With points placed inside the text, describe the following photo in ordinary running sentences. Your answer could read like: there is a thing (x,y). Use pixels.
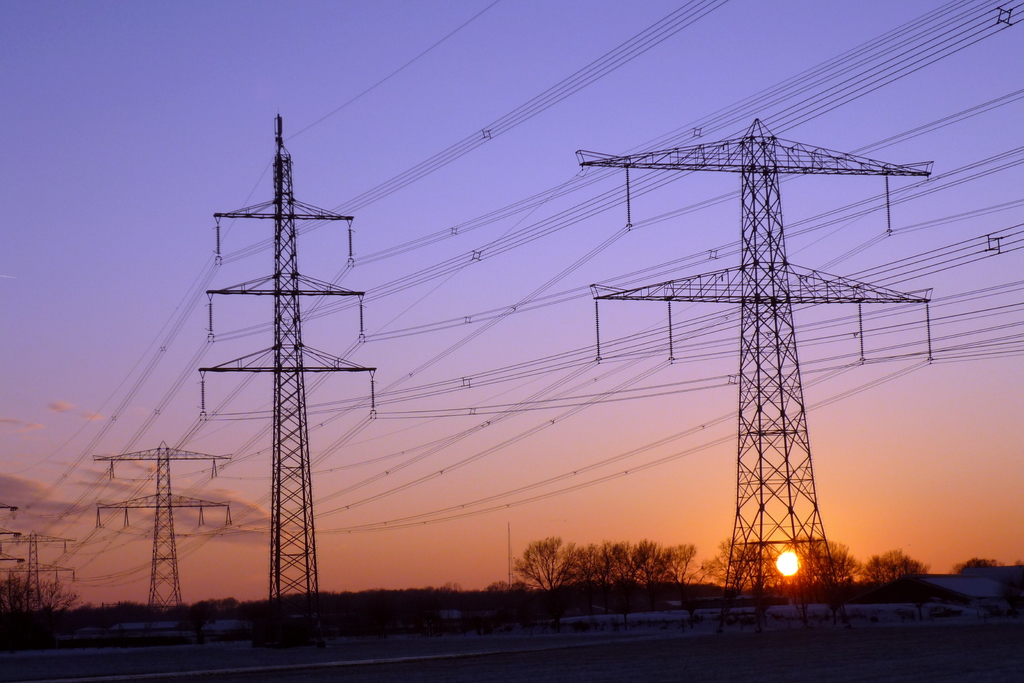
In this image in the background (428,595) there are trees (326,608), towers (153,450) and there are wires (79,497) on the towers (758,229) and the sun (790,563) is visible.
